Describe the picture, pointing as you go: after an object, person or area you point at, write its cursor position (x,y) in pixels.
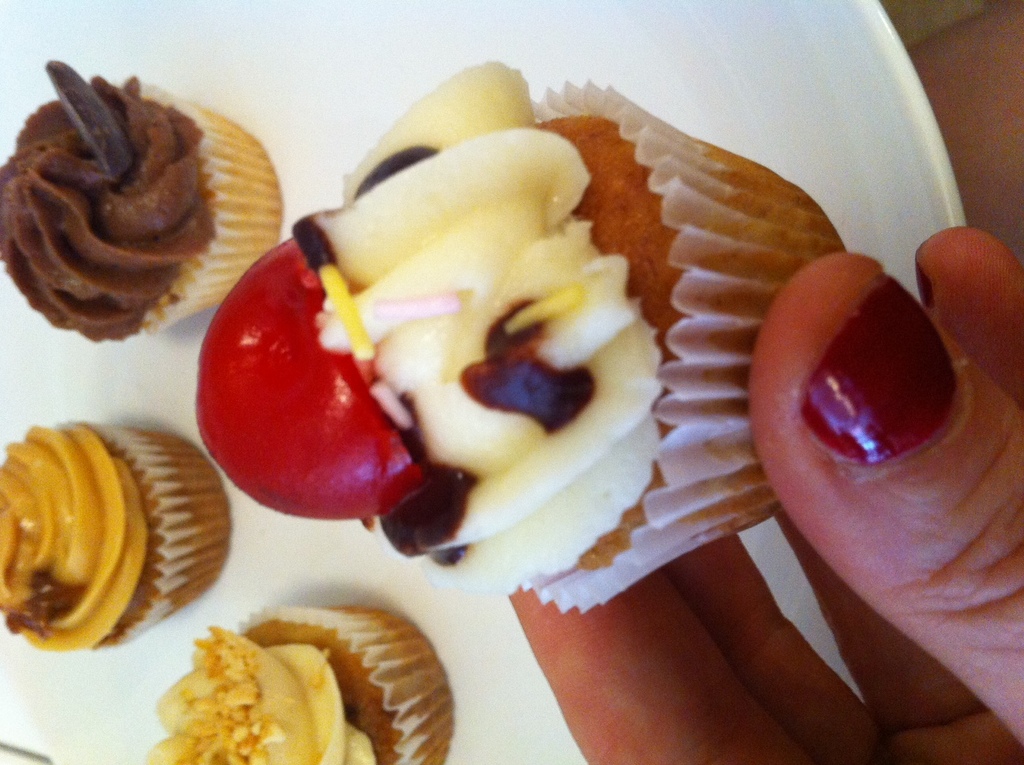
In this image there is a plate (792,87), in that plate (142,379) there are cupcakes (157,598), on the right side (1013,649) there is a hand (722,566) holding a cupcake (692,168).
